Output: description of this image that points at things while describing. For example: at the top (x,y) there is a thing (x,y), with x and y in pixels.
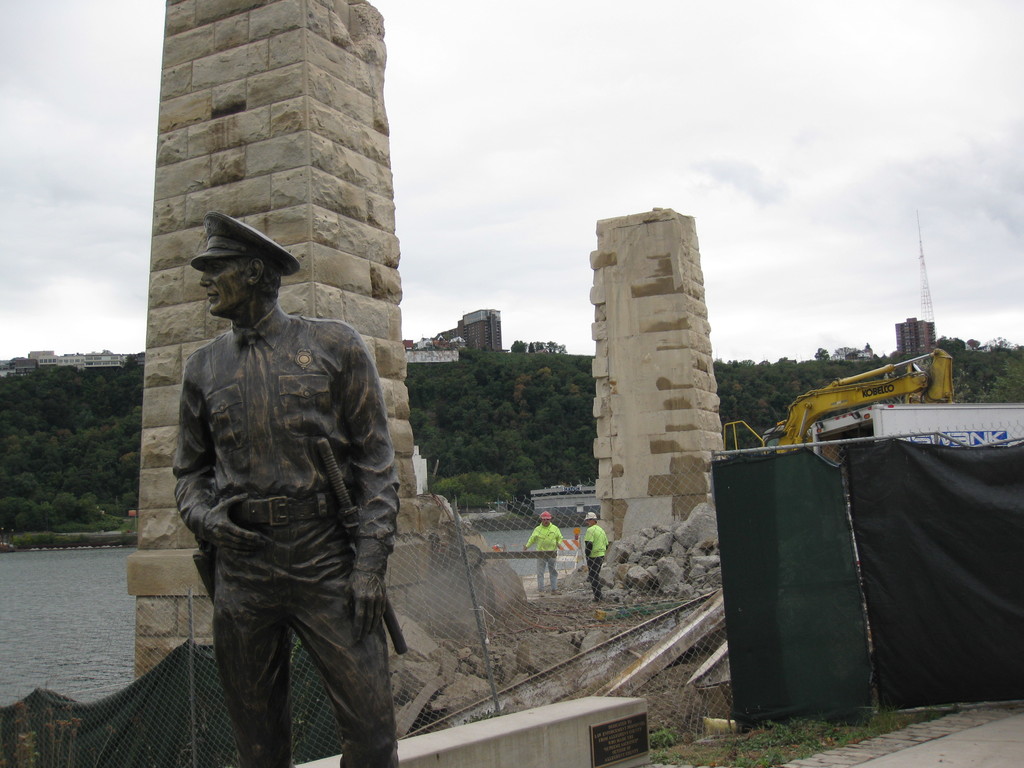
In this image I see a statue (349,474) of a person (290,479) over here and I see the fencing (403,609), black and green color cloth (839,541) and in the background (596,541) I see 2 persons (587,551) over here and I see a vehicle (813,404) over here and I see the water (81,562). I can also see number of trees (482,413) and few buildings (494,337) and I see the sky (680,164).
